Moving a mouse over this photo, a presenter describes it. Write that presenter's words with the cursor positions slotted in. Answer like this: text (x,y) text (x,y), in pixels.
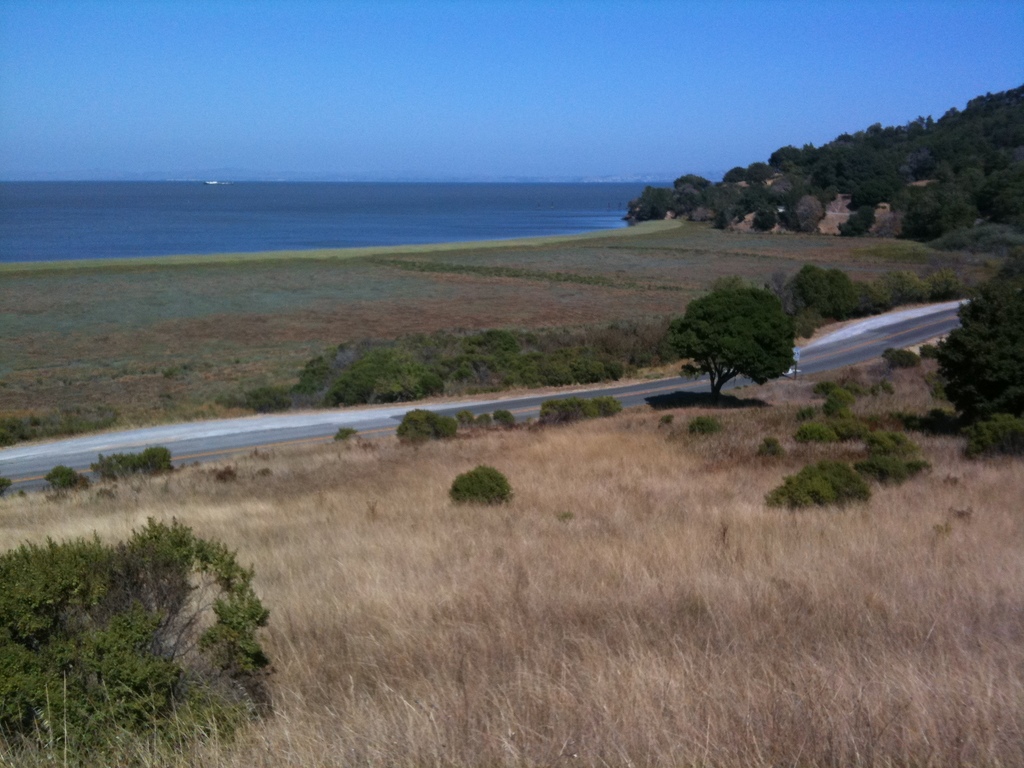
In this picture there are few plants (980,386) and dried grass (524,572) and there is road (610,392) beside it and there are trees (760,180) and greenery ground (484,319) on another side of the road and there is water (293,209) in background (329,225).
